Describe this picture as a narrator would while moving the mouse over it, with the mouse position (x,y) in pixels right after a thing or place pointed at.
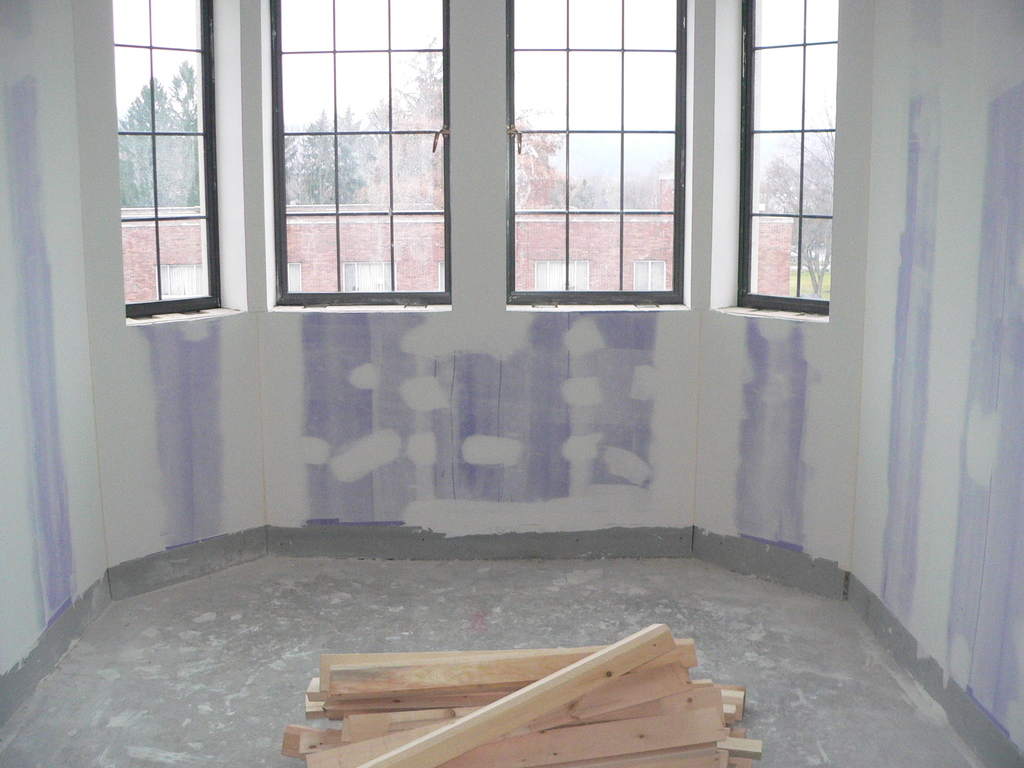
This picture might be taken inside the room (525,547). In this image, in the middle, we can see wood sticks (620,695). In the background (350,193), we can see glass windows (653,155), buildings (784,281), trees (827,255). On the top (654,118), we can see a sky (627,81).
